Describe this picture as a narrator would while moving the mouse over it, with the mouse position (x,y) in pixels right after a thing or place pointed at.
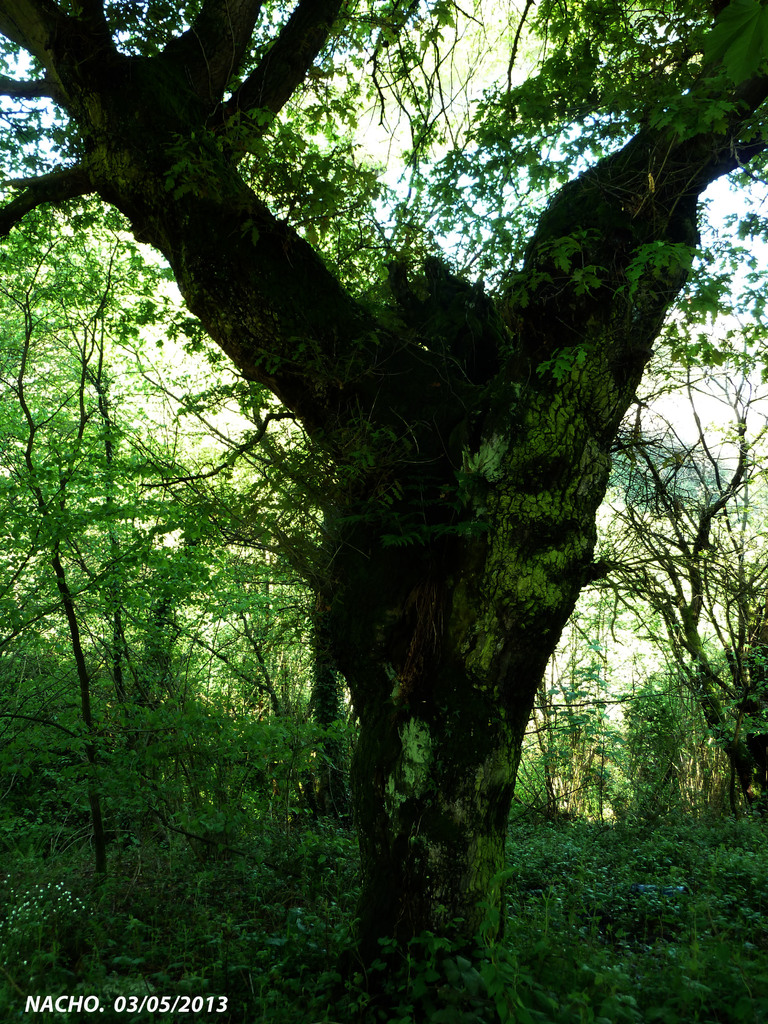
As we can see in the image there is a tree (437,462), grass (669,989) and plants (609,614). On the top (364,4) there is a sky (16,62).
